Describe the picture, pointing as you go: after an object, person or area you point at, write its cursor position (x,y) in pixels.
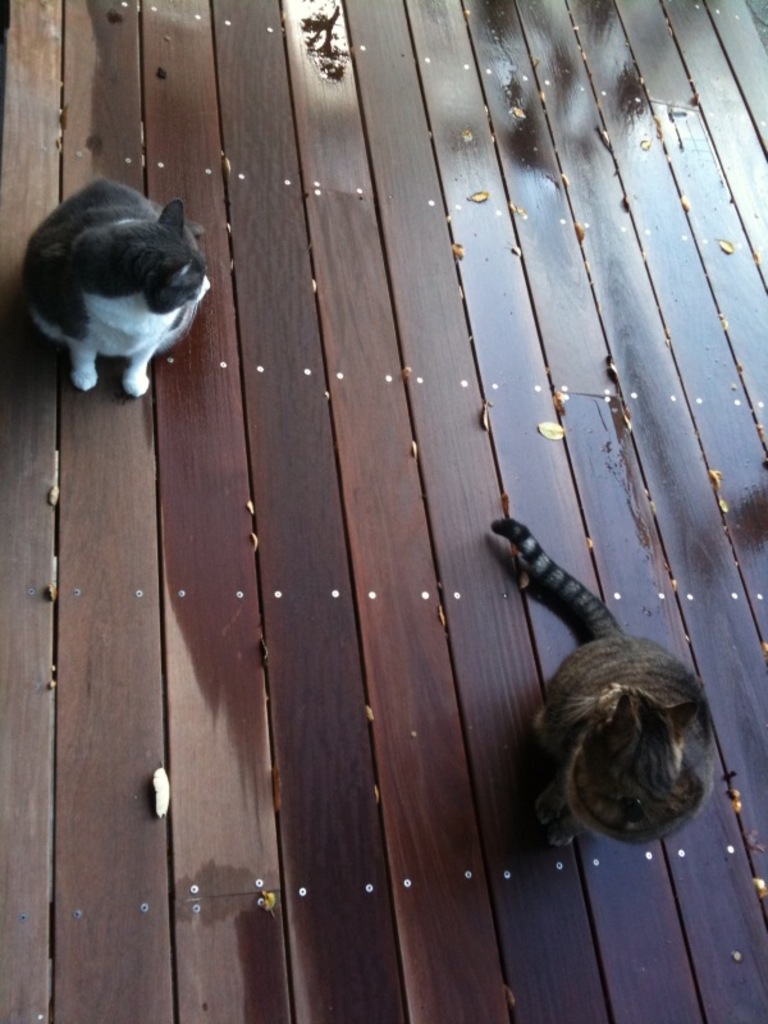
On the left (181,263) and right side of the image (584,655) we can see cats (667,741).
